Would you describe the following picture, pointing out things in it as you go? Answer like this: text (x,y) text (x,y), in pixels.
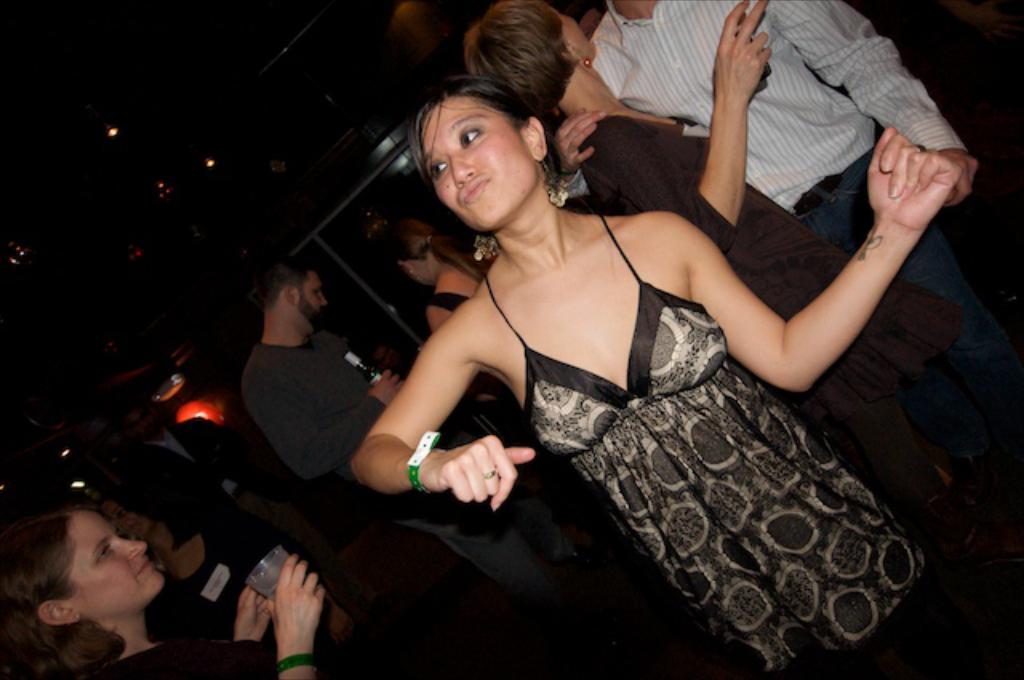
In this image, I can see a few people (272,413) holding a bottle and a cup (262,570) and after that i can see a women (801,415), Who is dancing, few lights (212,163).
